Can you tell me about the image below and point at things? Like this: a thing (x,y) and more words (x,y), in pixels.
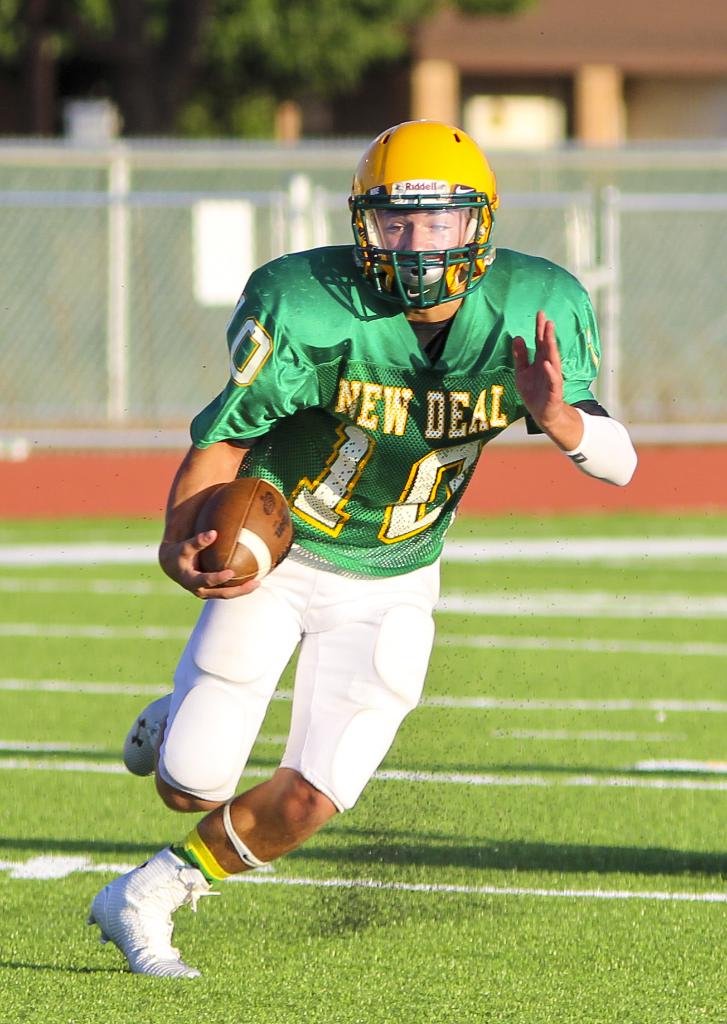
In this image there is a football player (330,608) who is running on the ground (310,876) by holding the football (221,515). In the background (106,228) there is a fence (79,285). He is wearing the green color jersey (387,452) and yellow color helmet (401,194). In the background (589,24) there is a house (573,49) on the right side (625,51) top and a tree (294,51) on the left side (126,75) top.
